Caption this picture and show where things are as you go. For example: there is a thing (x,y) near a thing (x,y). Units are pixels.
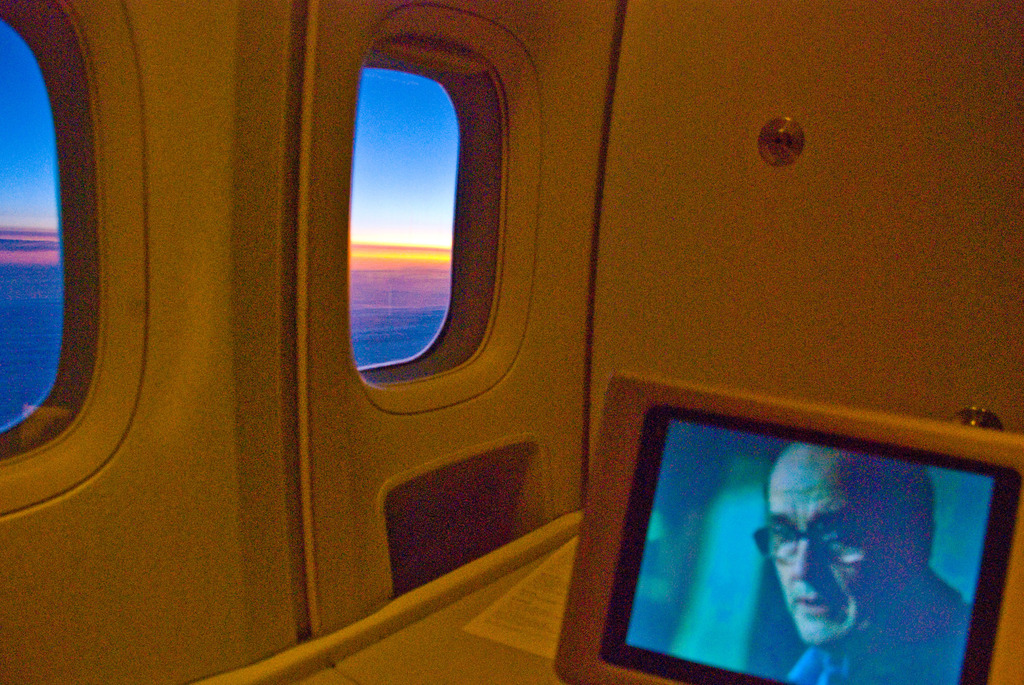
In this image there is an inside view of an airplane (527,435), there is the sky (390,219), there is a screen (789,553) towards the bottom of the image (782,565), there is a man (822,555) visible in the screen (862,564), there is a paper (536,611), there is text (548,599) on the paper (561,611), there are windows (414,219).
